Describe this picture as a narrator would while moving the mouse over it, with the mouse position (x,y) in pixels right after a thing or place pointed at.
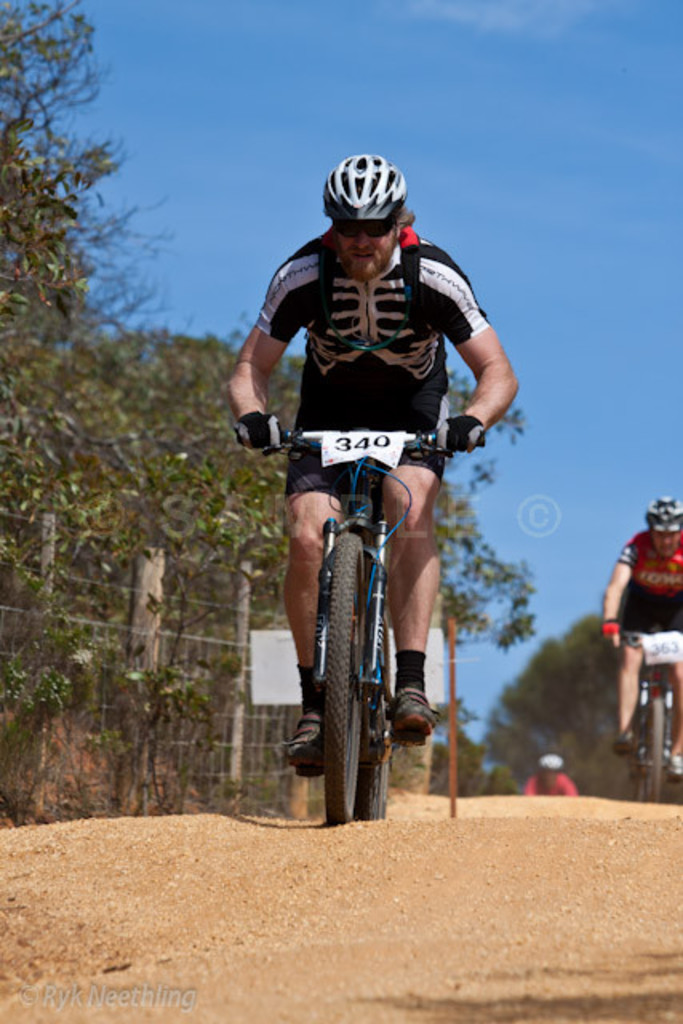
In this image we can see there are two people (292,598) are bicycling on the road (413,892). On the left side of the image (86,464) there are some trees (146,385). In the background (578,326) there is a sky (603,480).
